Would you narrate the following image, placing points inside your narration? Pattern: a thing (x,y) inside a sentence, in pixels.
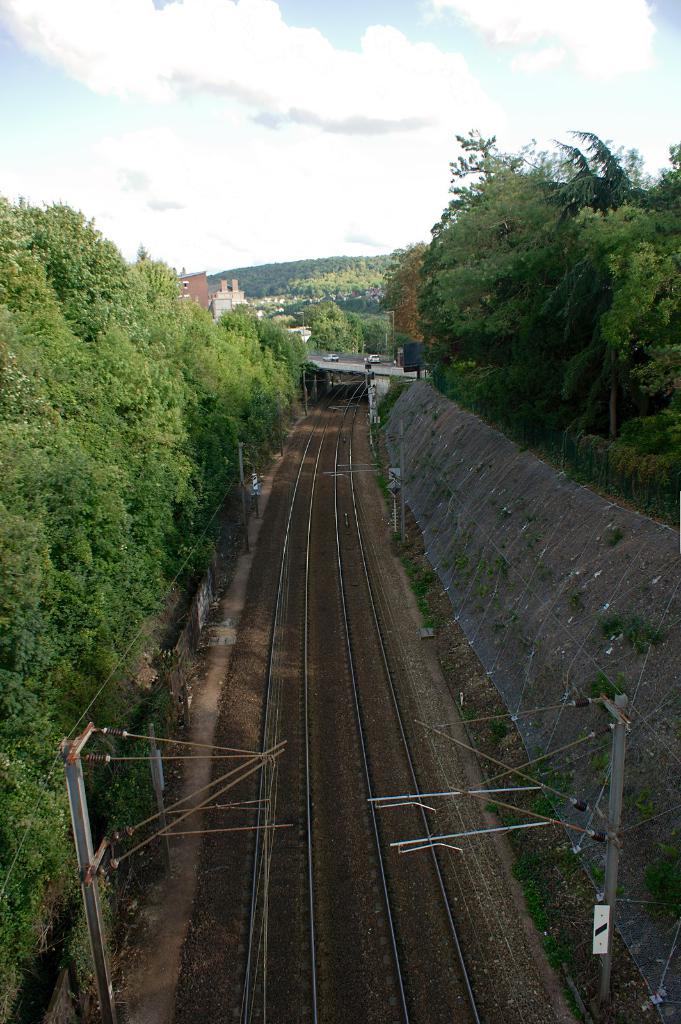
In the center of the image (324,607), we can see a track (287,730) and there are some poles (393,796). In the background (273,288), there are trees (287,312), buildings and some vehicles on the bridge (378,369). At the top (267,66), there are clouds (301,79) in the sky (291,139).
